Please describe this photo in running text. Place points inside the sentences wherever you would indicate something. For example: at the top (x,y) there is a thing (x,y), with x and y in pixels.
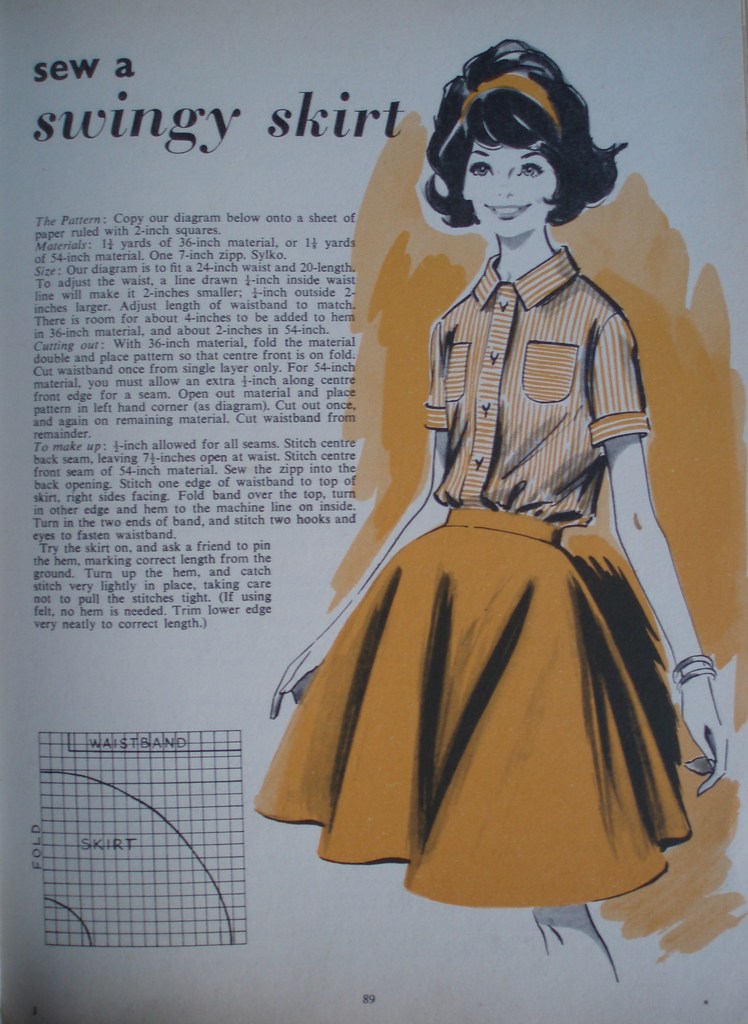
A woman (530,542) is standing wearing shirt (532,459) and skirt (546,563).
